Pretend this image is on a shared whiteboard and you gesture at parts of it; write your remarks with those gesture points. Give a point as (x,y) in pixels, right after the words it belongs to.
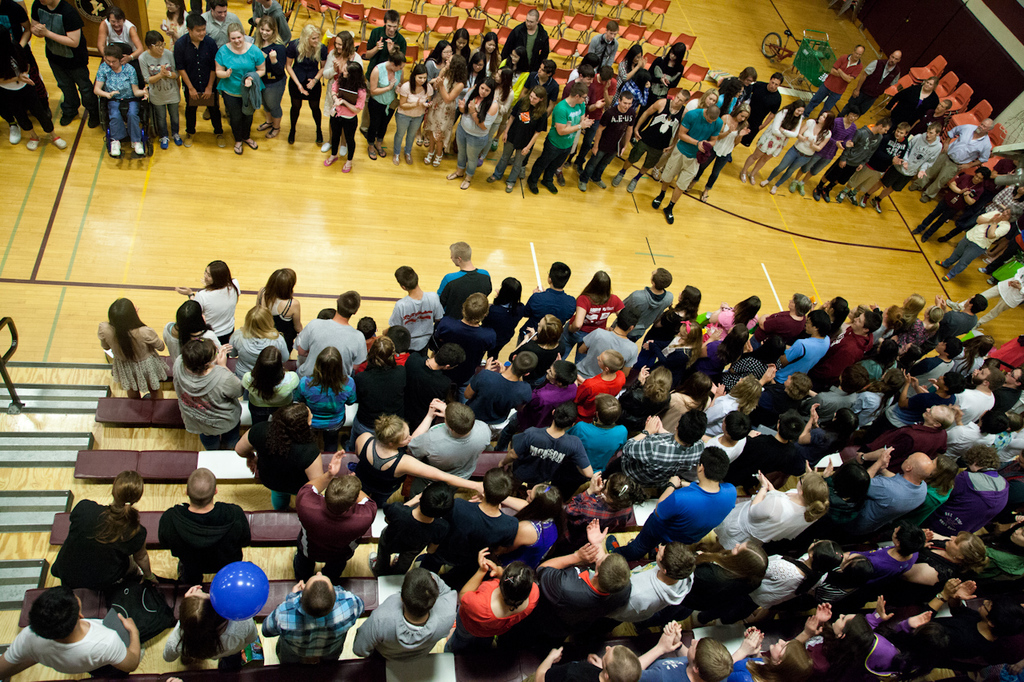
In this image, we can see a group of people (725,524) are on the floor (769,217). Here we can see few chairs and seats (408,47). Top of the image (813,57), we can see some vehicle (800,62).
